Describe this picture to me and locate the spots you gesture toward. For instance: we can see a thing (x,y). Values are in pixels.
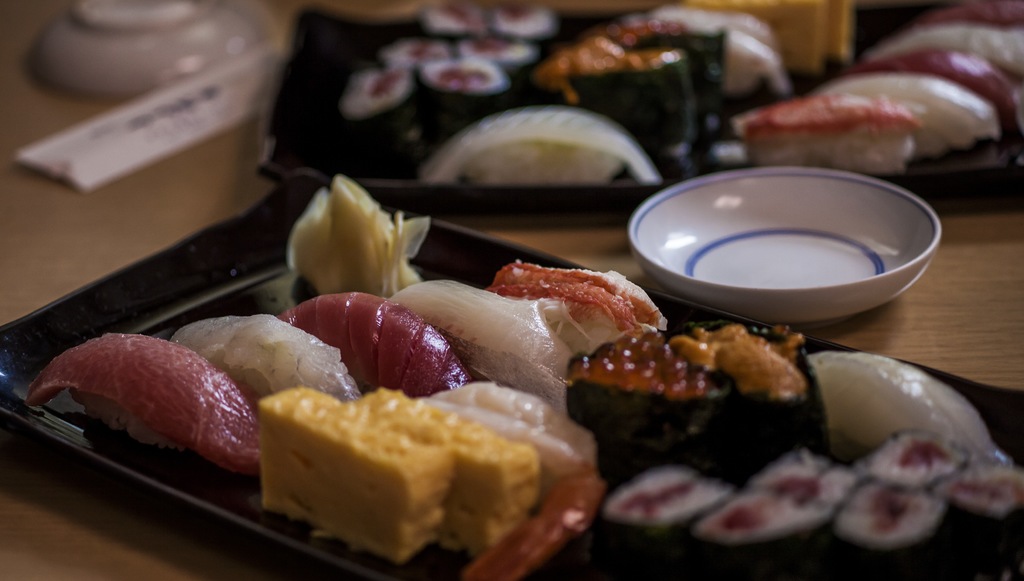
In this image there is a table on the table (170,176) there are some trays (641,200), and in the trays (469,273) there is some food (339,358) and also we could see some bowls (216,32).
